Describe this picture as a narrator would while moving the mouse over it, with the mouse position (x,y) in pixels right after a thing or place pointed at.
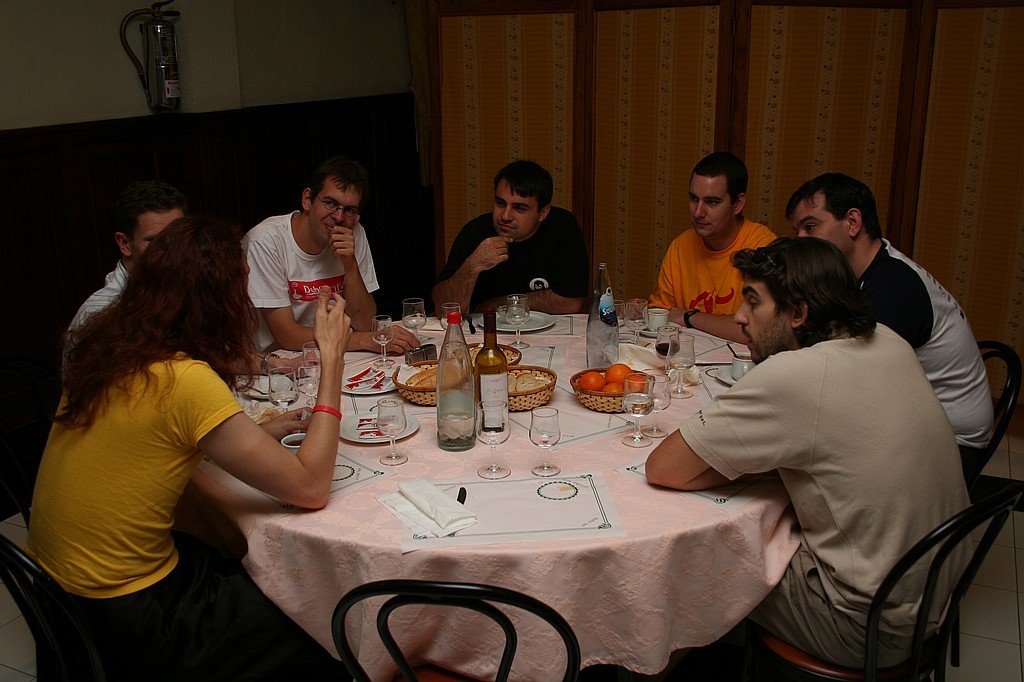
In the picture there are many people (186,316) sitting in a chair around the table (596,439) on the table (724,379) there are different items (552,428) such as glasses (506,405) bottles (482,370) fruits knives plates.
